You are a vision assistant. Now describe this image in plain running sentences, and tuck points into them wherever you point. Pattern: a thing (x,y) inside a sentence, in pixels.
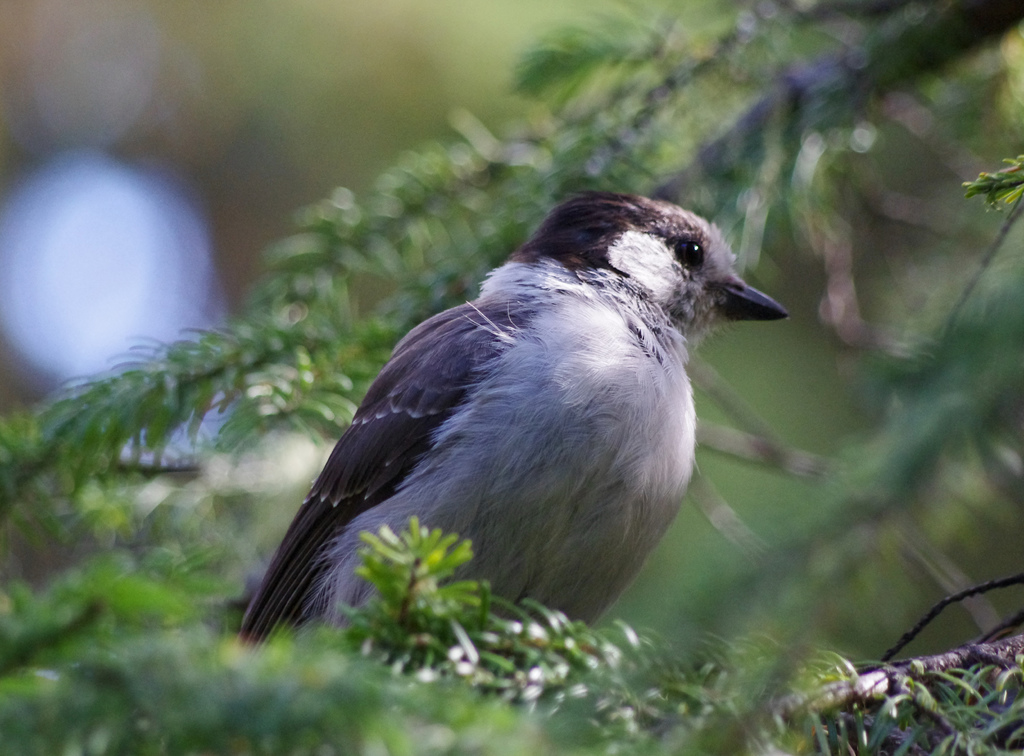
In the center of the image (404,424) there is a bird (368,552) on a tree branch (483,634).
